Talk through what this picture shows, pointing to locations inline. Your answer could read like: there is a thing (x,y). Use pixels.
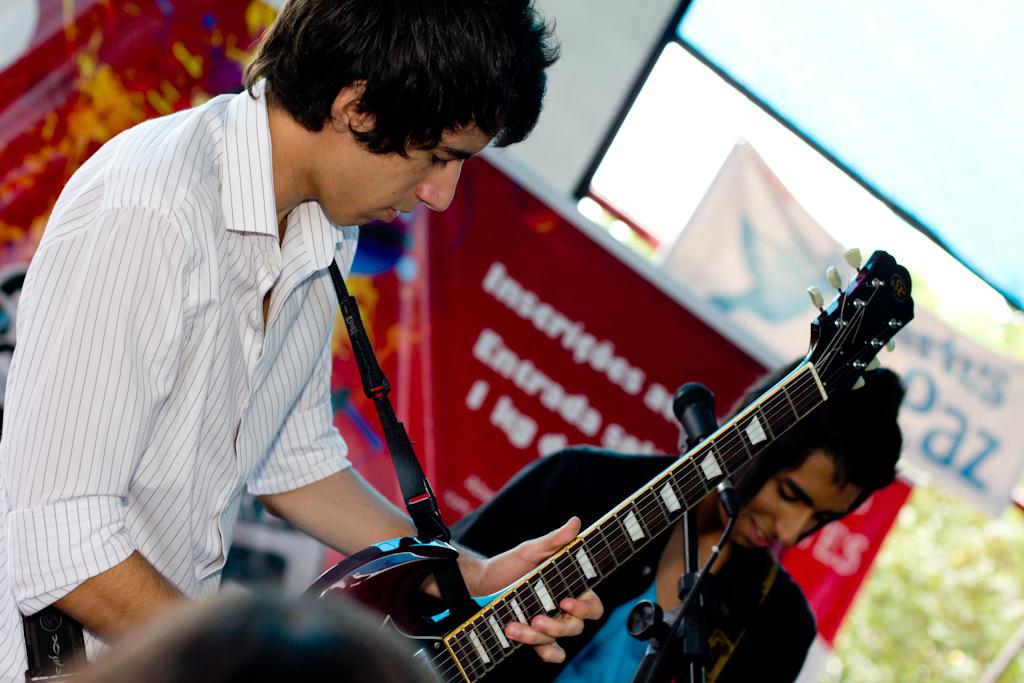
In this image there is a boy (192,412) who is playing the guitar (535,602). In the background (723,532) there is another person (729,545). In front of him there is a mic (687,394). In the background (524,320) there is a banner (564,357). On the right side (904,620) there are trees (938,590) in the background (938,590). There is a small banner (942,401) which is tied to the wall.
